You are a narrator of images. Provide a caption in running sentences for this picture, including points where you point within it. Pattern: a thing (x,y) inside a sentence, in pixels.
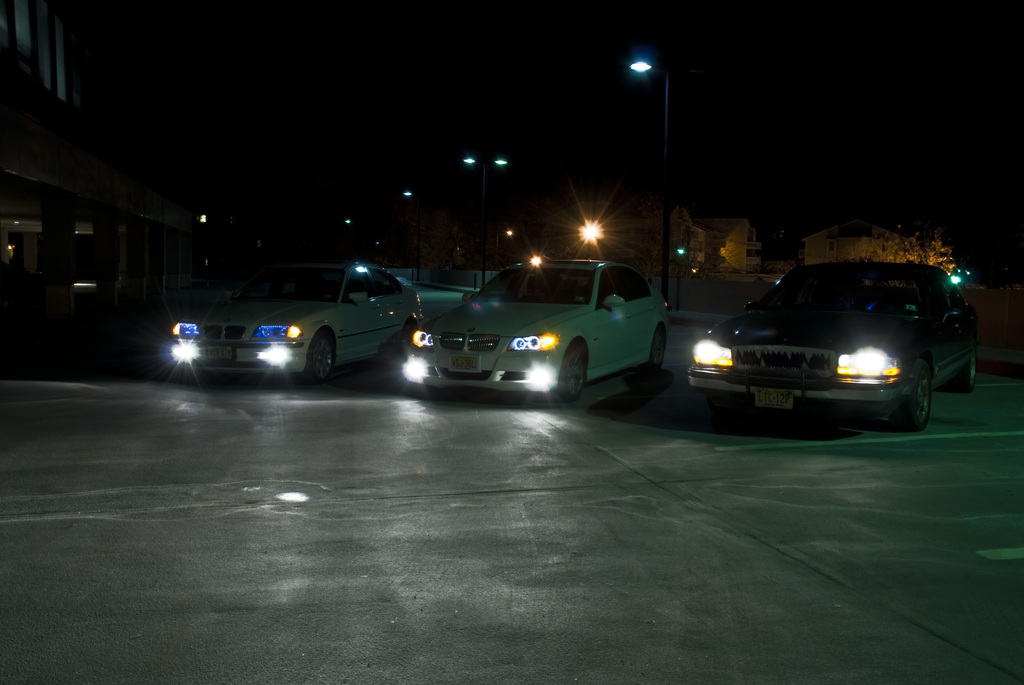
In the center of the image (468,314) we can see cars (854,285) on the road (668,474). In the background (654,220) there are pole (486,196), lights (585,233), trees (639,248) and buildings (82,135).
